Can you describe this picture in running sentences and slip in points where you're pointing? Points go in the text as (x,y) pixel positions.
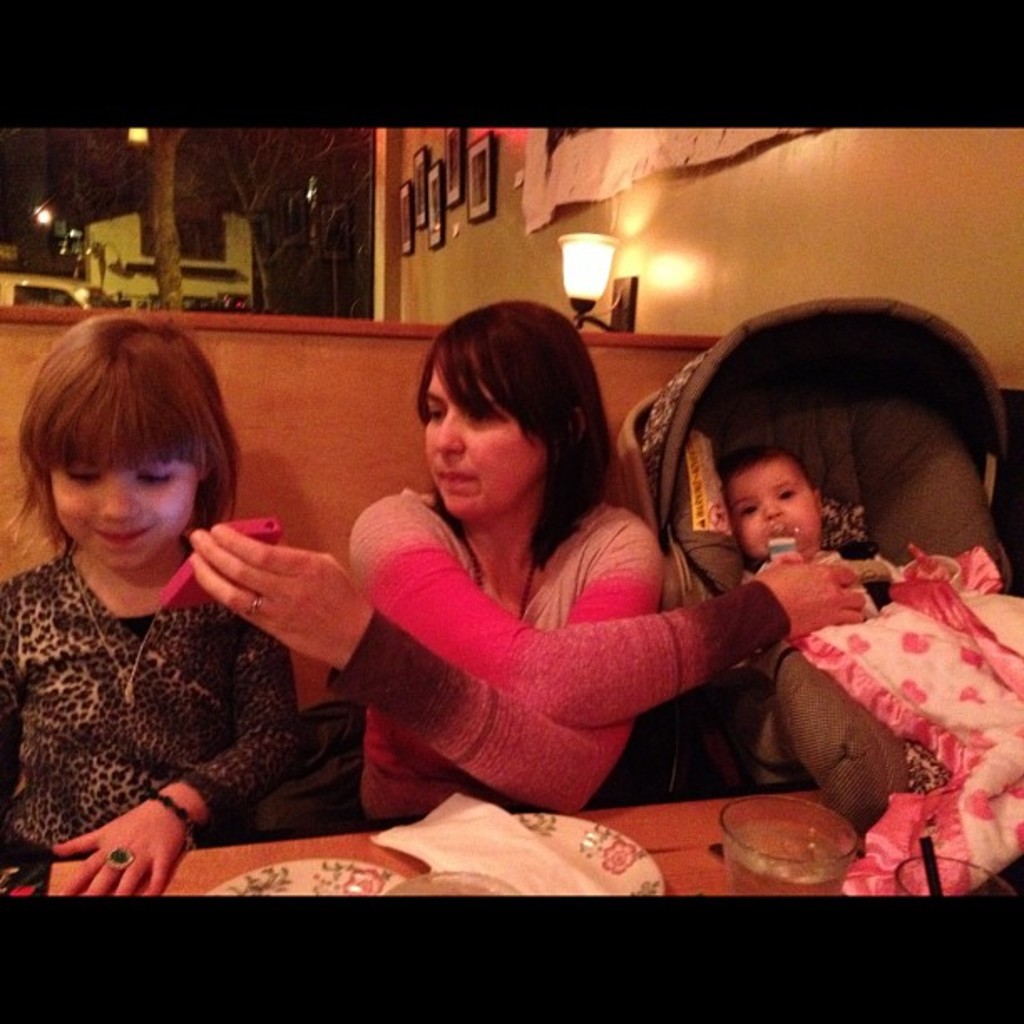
At the bottom of the image (412,852) there is a table (387,864) with plates (563,842), tissues (494,864) and glass (770,846) with liquid (769,852) in it. Behind the table (722,868) on the left side (173,645) there is a girl (80,660) sitting with black dress (136,726). And in the middle (359,674) there is lady (221,555) with pink dress (533,698). On the right side of the image (862,347) there is a stroller (662,538) with a baby (748,529) in it. At the top of the image (565,222) on the right side (891,169) there is a wall (798,169) with lamp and frames (408,197). And on the left side of the image (149,260) there are trees (165,206), buildings (114,269) and lights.
